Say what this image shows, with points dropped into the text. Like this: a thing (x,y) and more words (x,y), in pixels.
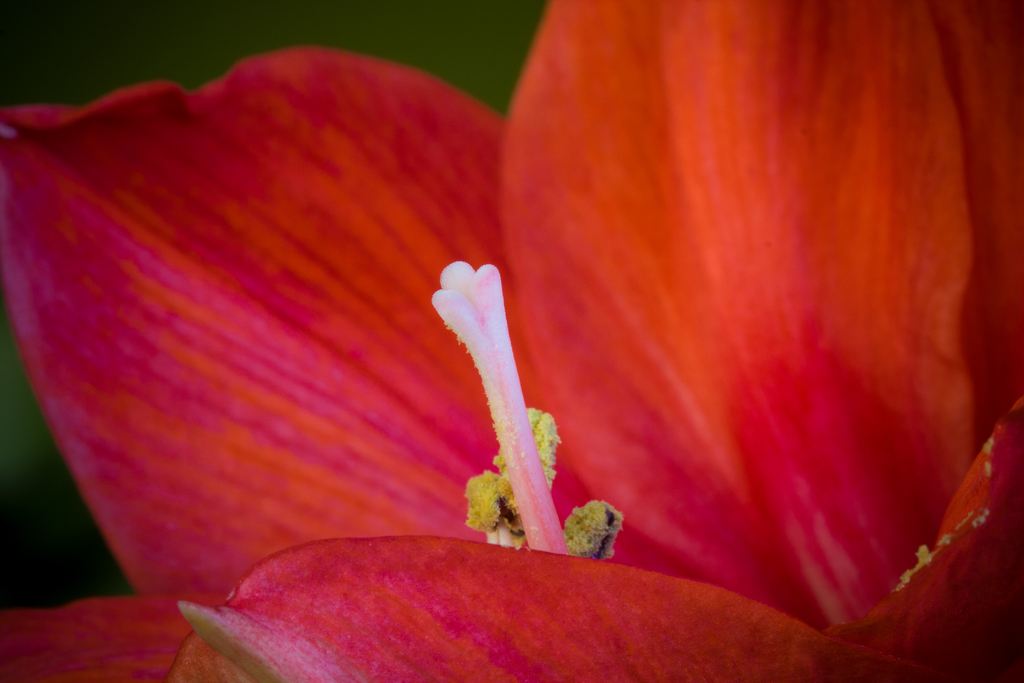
In this image we can see flower (615,558).
